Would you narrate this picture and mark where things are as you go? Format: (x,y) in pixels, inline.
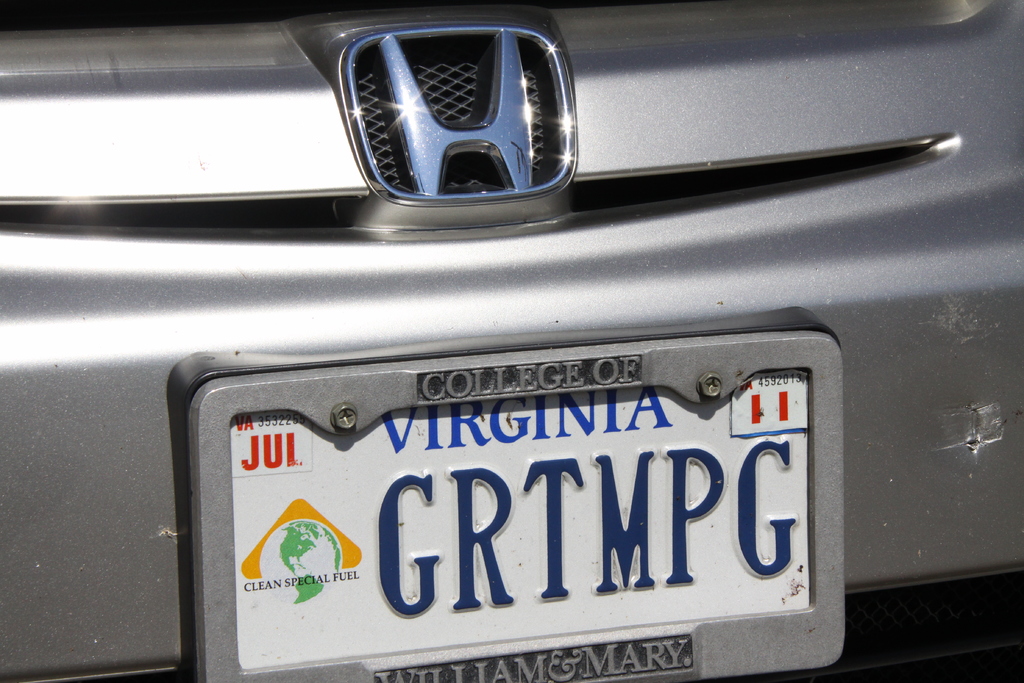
In this image we can see zoom-in picture of car (914,290) which is in grey color and name plate (448,547) of car (83,558).
